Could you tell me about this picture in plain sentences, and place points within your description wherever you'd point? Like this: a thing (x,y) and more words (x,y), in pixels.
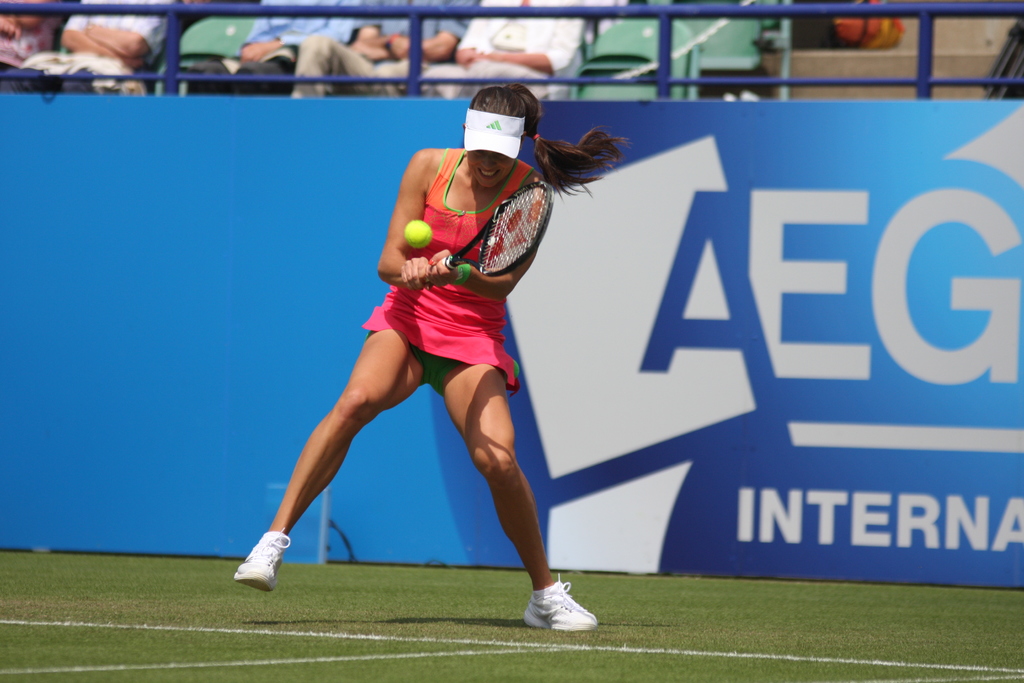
In this image I can see a woman (406,329) holding a racket (471,239) in her hand (452,271) and playing. At the back of her there is a blue color board (202,205). In the background (121,42) I can see few people (379,53) are sitting on the chairs (218,31). It seems like a playing ground (250,640).
